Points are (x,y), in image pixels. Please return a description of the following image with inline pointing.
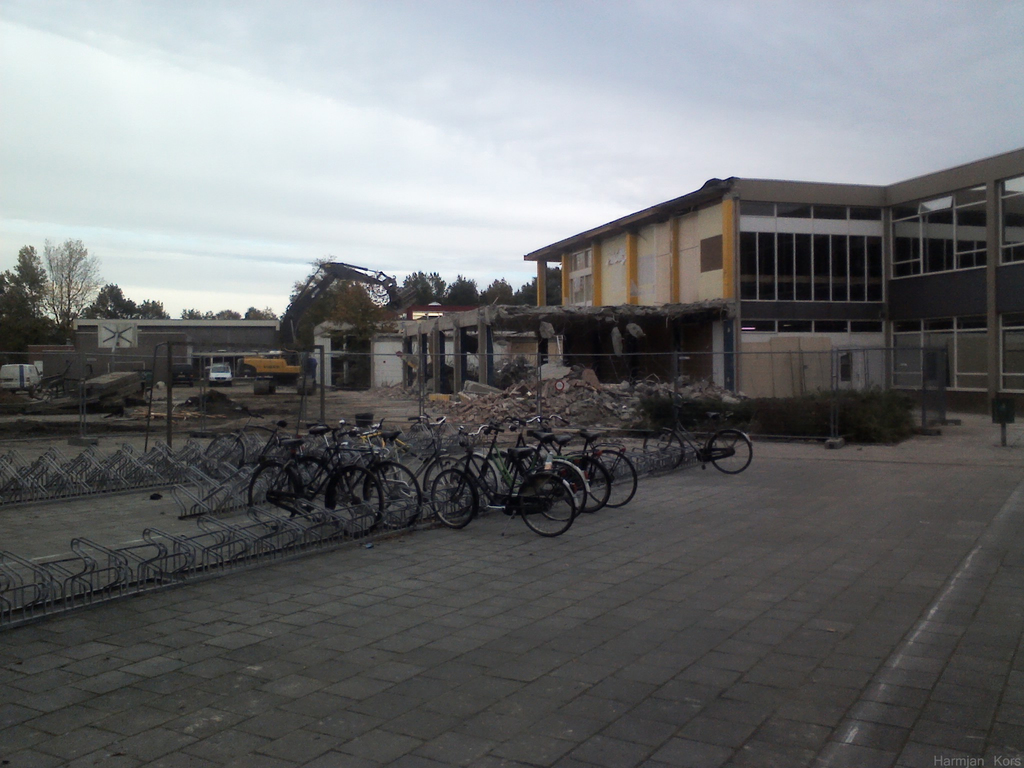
In this image I can see a building (795,200) on the right side (795,200), in front of the building (990,220) there are few bicycles (433,443) and some vehicles (215,365) visible on floor (214,428), at the top (279,242) there is the sky (235,187), in the middle (365,307) few trees (104,307) visible.
